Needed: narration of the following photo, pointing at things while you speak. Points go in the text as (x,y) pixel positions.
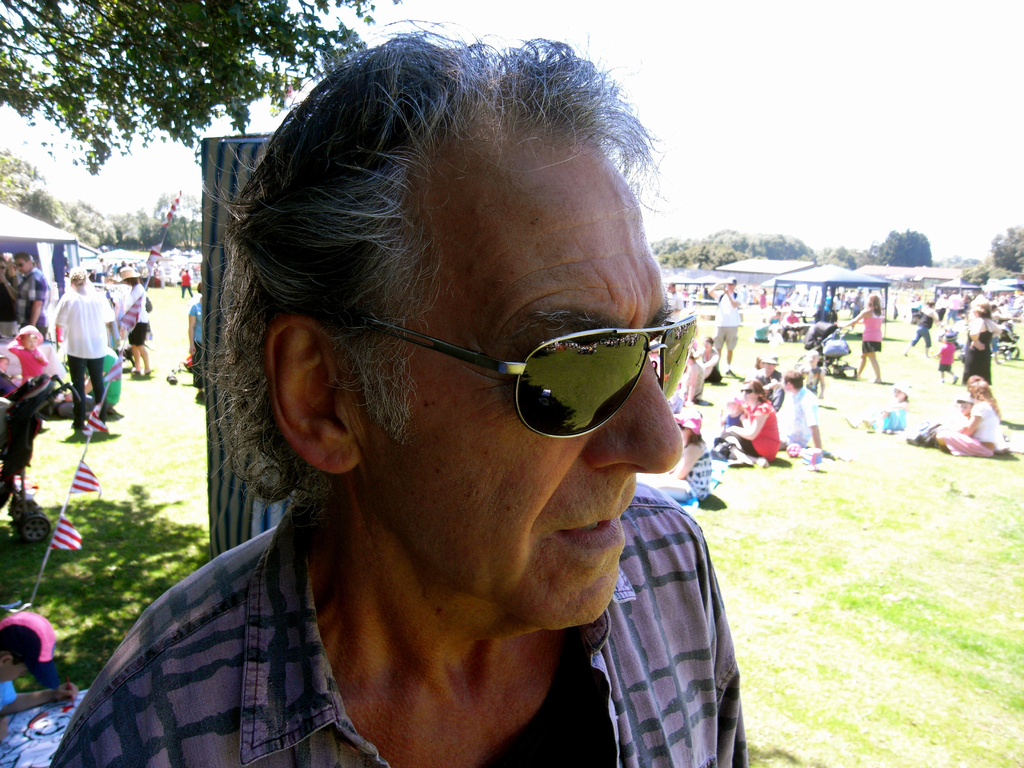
In this image there is a man (416,670) standing in front of the pole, also there are so many people (878,308) standing and sitting on the grass (898,453) behind them there are tents (10,234) and trees (923,258).
